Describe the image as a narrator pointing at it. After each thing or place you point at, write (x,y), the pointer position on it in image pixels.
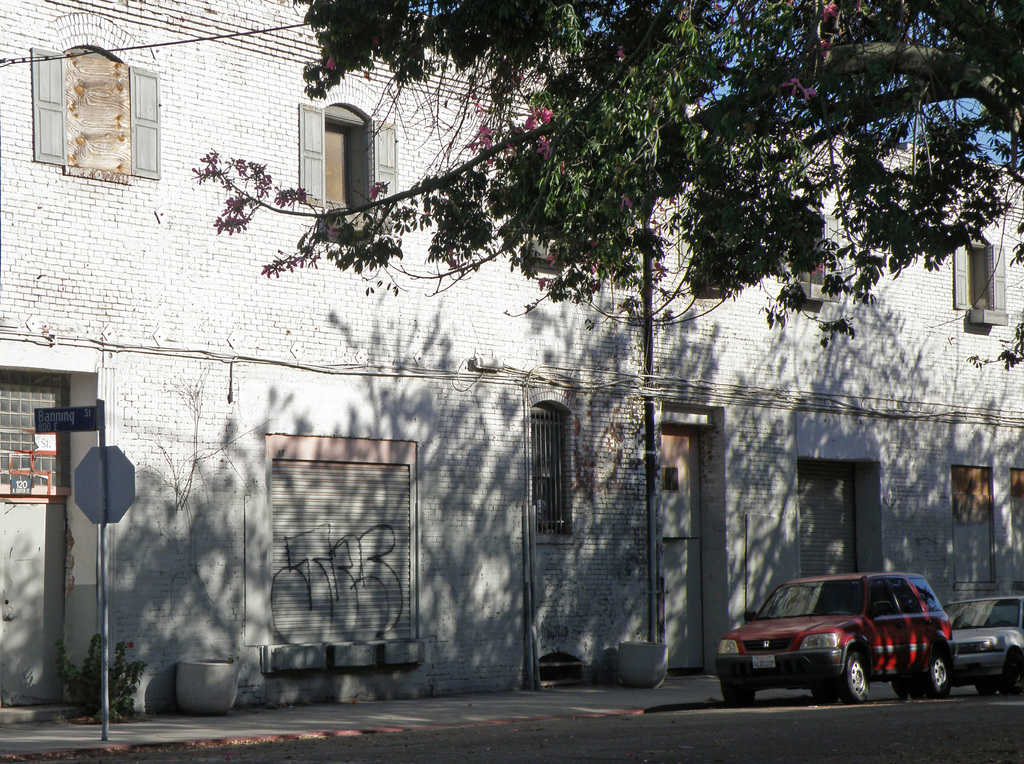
This image is taken outdoors. At the bottom of the image (719,747) there is a road (338,747). In the background (639,414) there is a building (267,351) with walls (194,329), windows (969,289) and doors (367,534). There is a sign board (59,414) with a text (46,416) on it. At the top of the image (741,49) there is the sky (979,137) and there is a tree (564,149). On the right side of the image (836,637) two cars (798,665) are parked on the road (914,714).
